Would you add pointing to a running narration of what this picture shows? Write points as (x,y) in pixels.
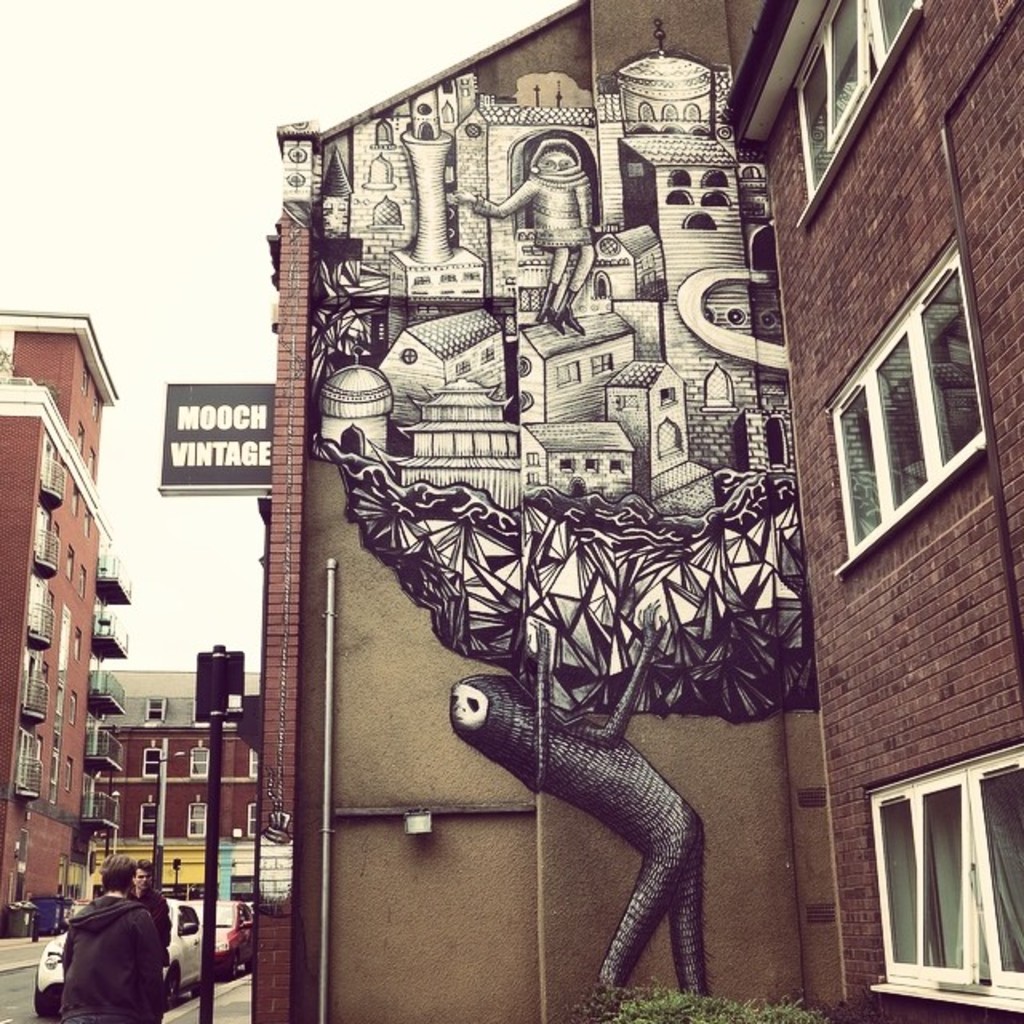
In this picture, we can see a few people (113,935), road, a few vehicles (177,931), and we can see a few buildings (606,482), and an art (515,578) on one of the buildings (425,625), poles (161,828), board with text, trash bins (52,901), and we can see the sky (213,97).
